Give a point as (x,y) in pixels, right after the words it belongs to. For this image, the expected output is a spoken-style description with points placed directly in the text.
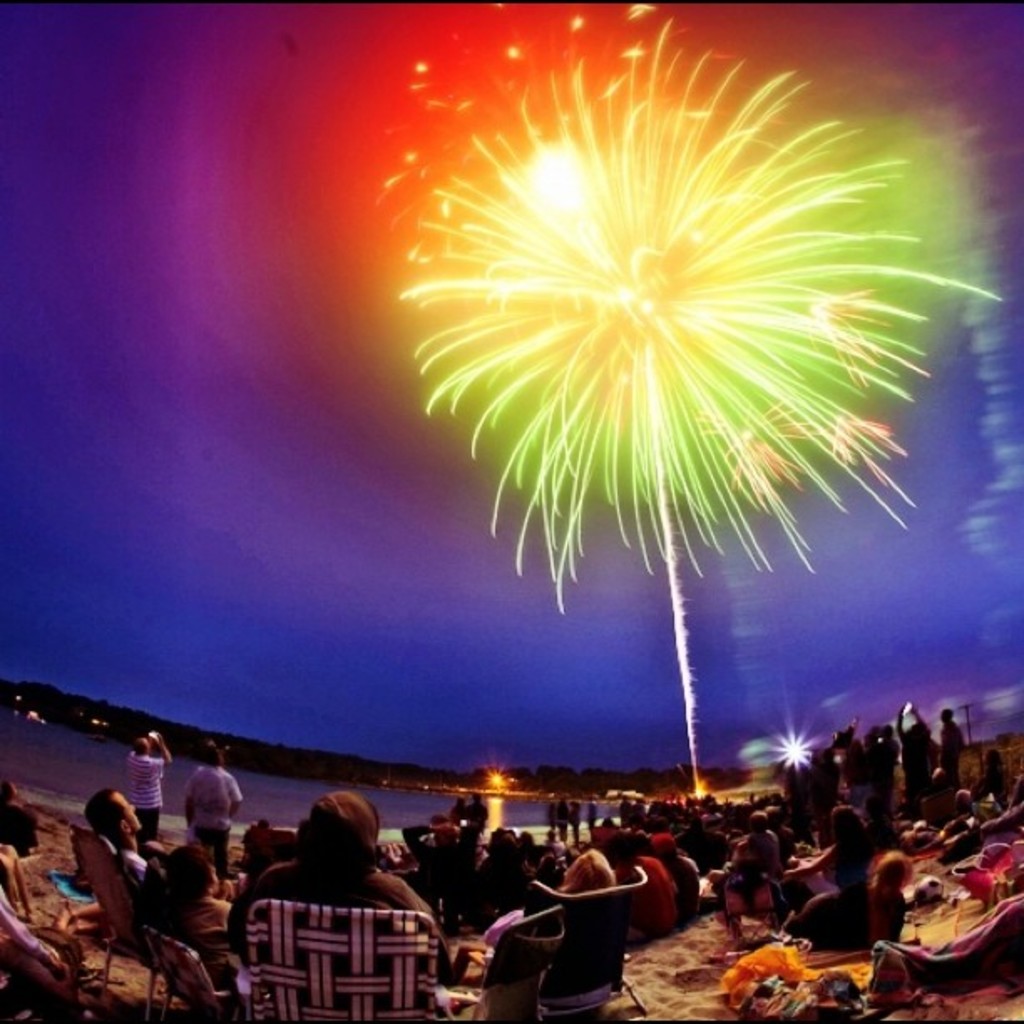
This image is clicked at a beach (588,914). There are many people (383,867) sitting on the chairs (353,910) on the ground (82,933). In front of them there is the water (373,791). In the background (224,740) there are mountains (382,776). At the top (276,278) there is the sky (245,298). There are sparkles (793,359) in the sky (231,310).
